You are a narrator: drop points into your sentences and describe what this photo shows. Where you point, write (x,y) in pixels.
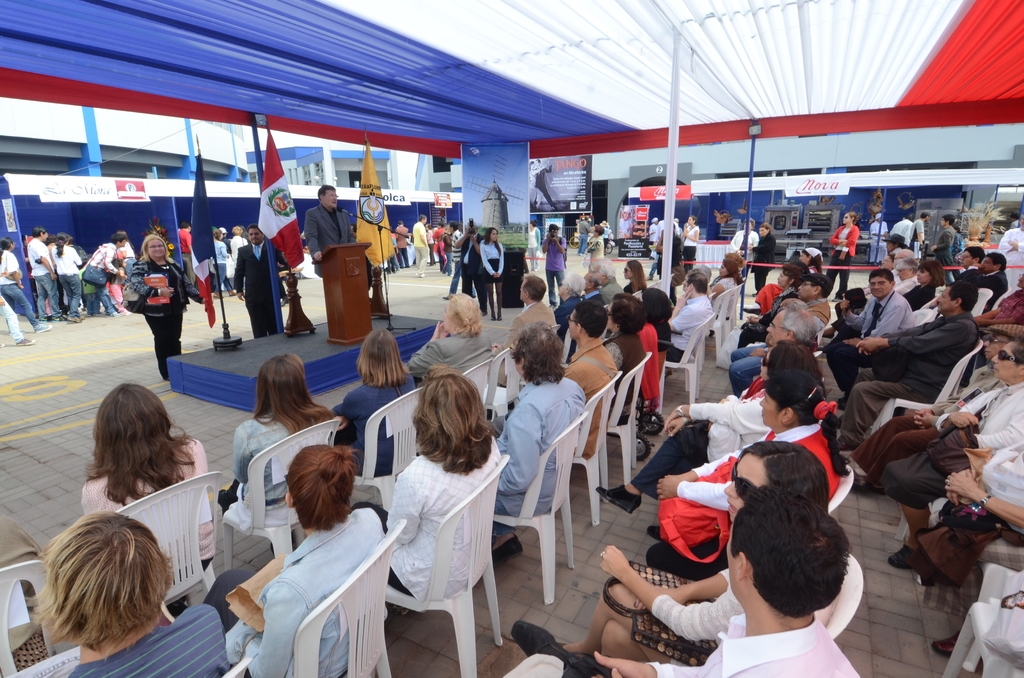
In this image we can see group of people (708,677) sitting on chairs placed on the floor (888,654). One women (797,439) wearing red dress (808,446) holding a red bag (667,524) in her hand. To the left side of the image (338,208) we can see group of people (253,287) standing a person (338,222) wearing grey coat (325,224) is standing in front of a podium (350,297) and a microphone (360,217) is placed in front of him. In the background (377,219) we can see group of flags (385,238), buildings (338,151) and a shed (536,65).
